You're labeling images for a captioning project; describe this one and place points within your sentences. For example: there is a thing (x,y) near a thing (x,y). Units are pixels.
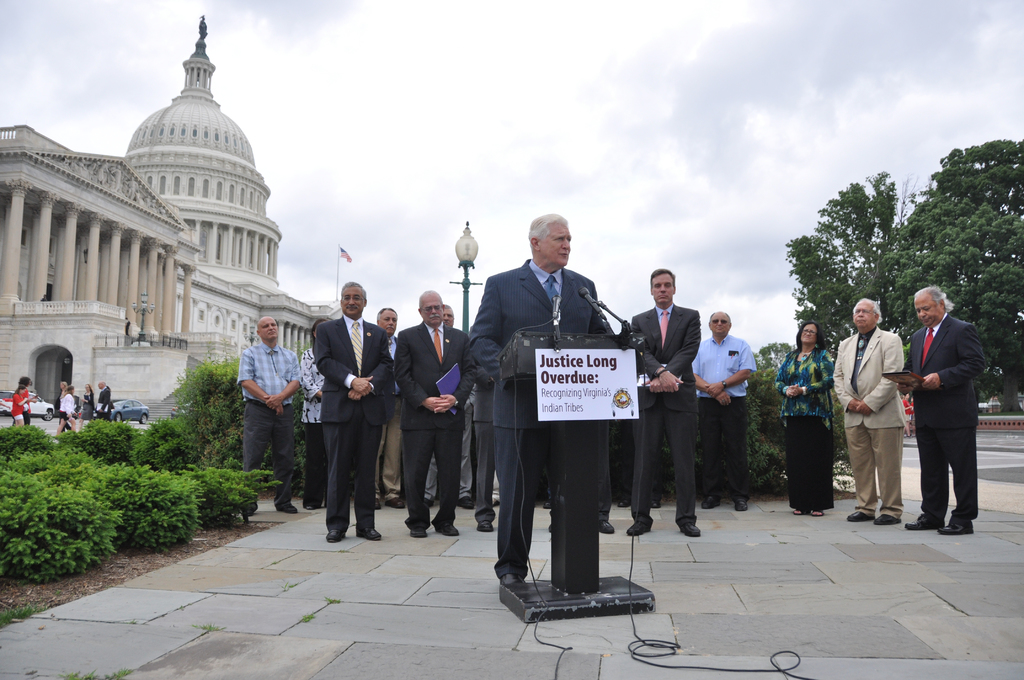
In the center of the image (527,320) there is a person (505,327) standing at lectern (583,426) with a mic (620,333). On the left side of the image (200,411) we can see buildings (169,231), flag (347,252), persons (90,406), vehicles (46,410), road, trees (208,443) and plants (164,492). In the background (426,22) we can see sky (460,88) and clouds (512,106).
